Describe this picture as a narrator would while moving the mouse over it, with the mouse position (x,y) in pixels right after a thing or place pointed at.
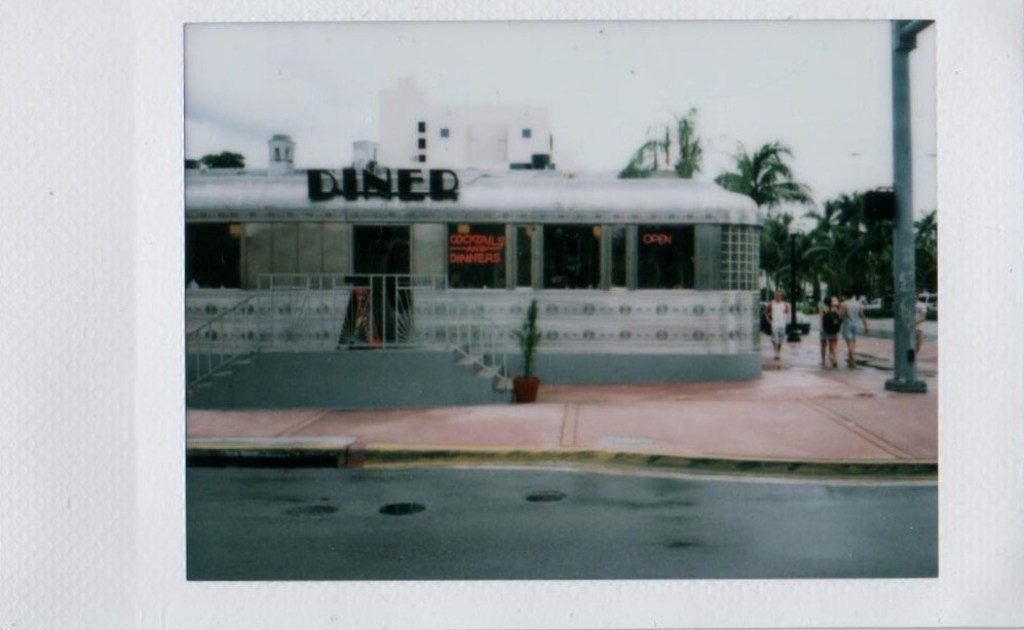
In this image we can see the photo of a few buildings (485,240), trees (809,259), a pole (913,266) and few people (848,339) are walking on the pavement (819,369).
